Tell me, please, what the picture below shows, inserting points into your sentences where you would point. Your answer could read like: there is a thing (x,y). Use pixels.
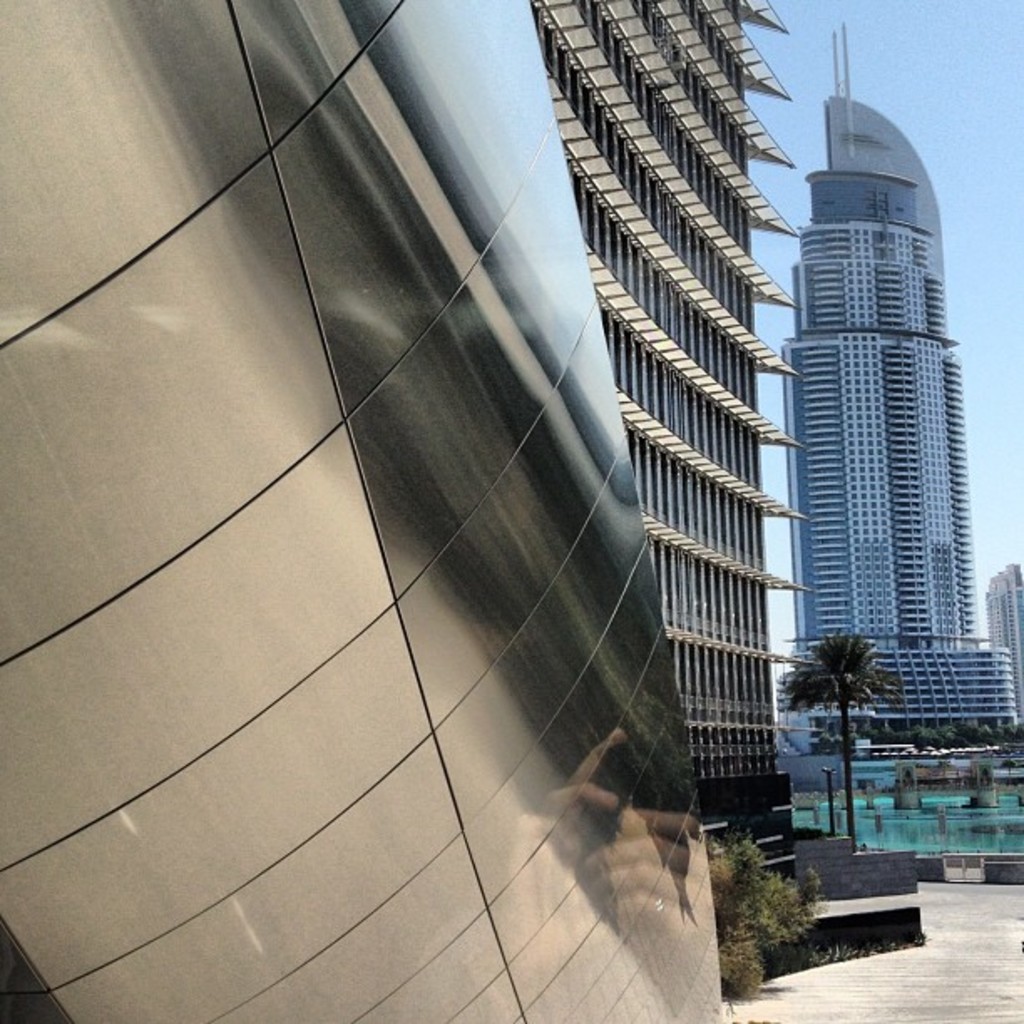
There are buildings (881,749) and trees (985,739).
